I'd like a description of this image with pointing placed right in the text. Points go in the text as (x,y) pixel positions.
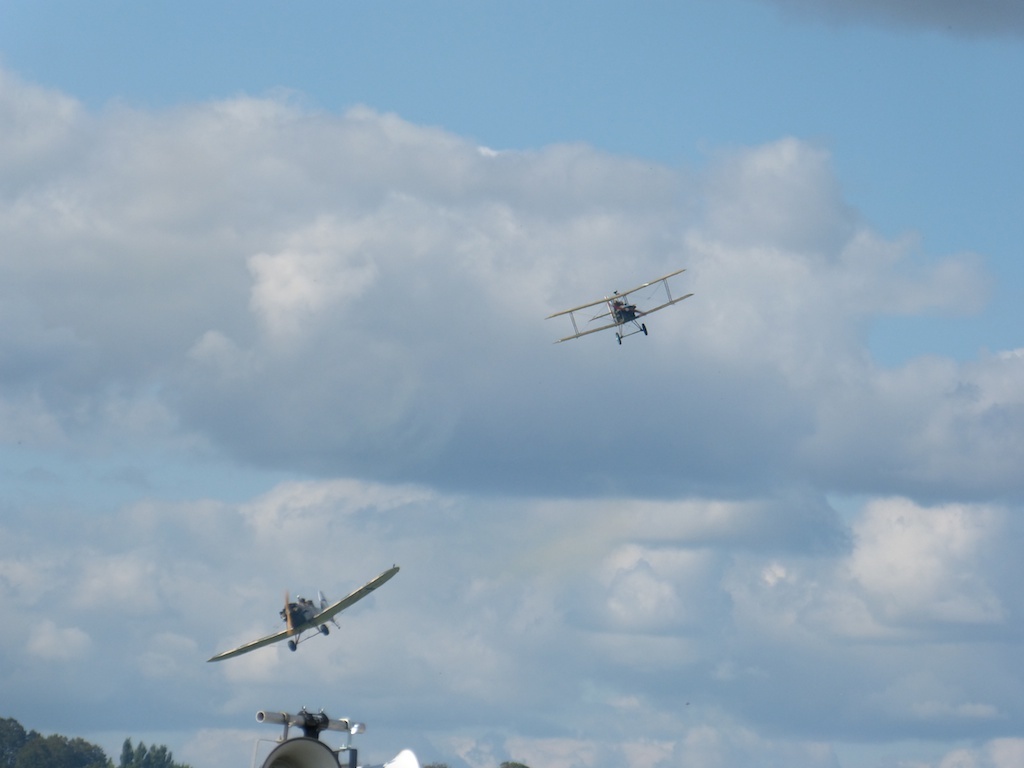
In this image we can see airplanes (317,615) flying in the sky (698,409) and in the bottom (151,767) there are trees (102,752) and an object (313,751).
